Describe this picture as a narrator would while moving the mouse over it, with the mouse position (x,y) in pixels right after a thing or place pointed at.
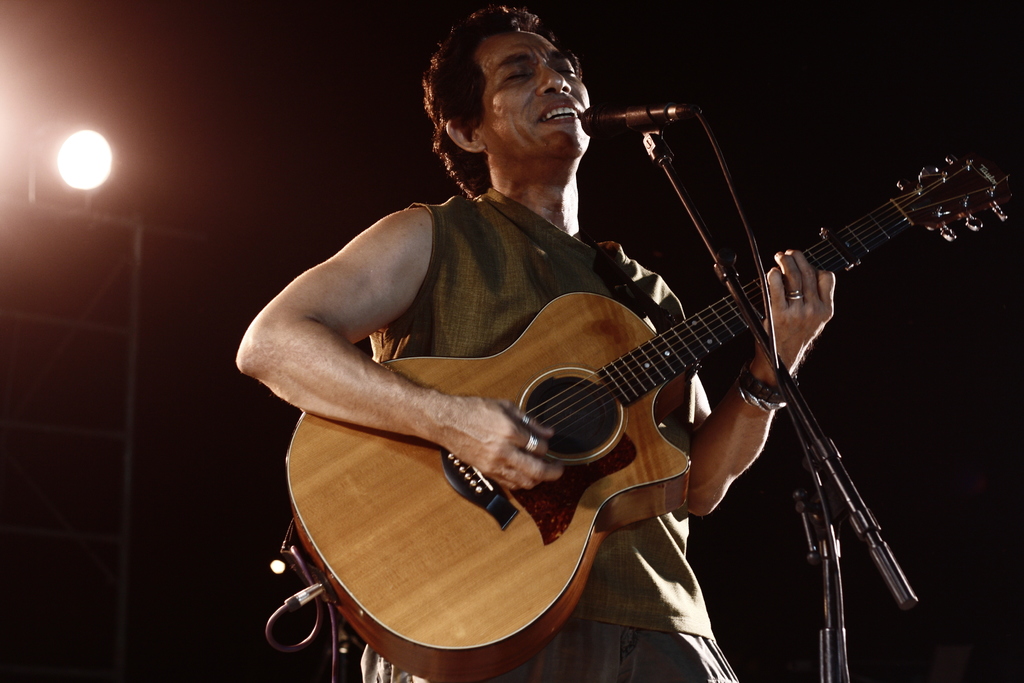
In the picture we can find a man (330,315) standing and holding the guitar (581,349) and singing in the microphone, in the background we can find a stand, light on it.
